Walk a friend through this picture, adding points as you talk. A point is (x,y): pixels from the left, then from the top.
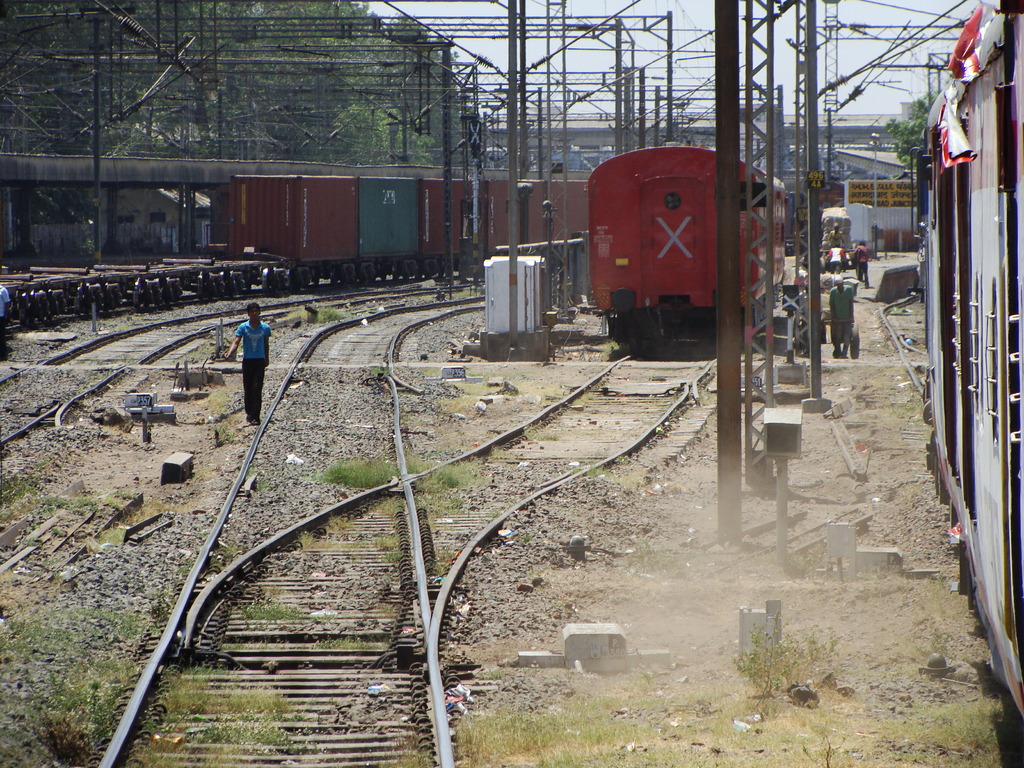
Here we can see trains (136,306) on the railway tracks (37,428) and we can see few persons (238,336) and some metal objects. In the background (344,128) there are trees (81,111), metal poles (771,171), hoardings (891,197), few persons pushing carts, bridge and sky (533,48).
